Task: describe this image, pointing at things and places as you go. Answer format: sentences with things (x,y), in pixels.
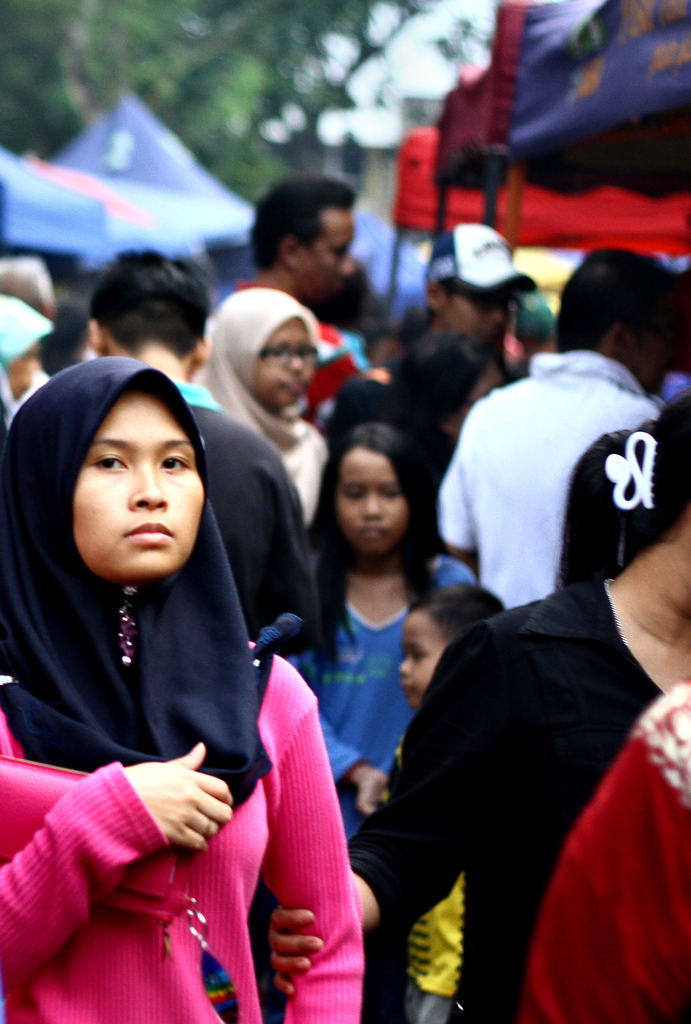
In this image I can see some people (311,301) standing and walking in the street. I can see some stalls (605,154). This image is with a blurred background (602,93).
